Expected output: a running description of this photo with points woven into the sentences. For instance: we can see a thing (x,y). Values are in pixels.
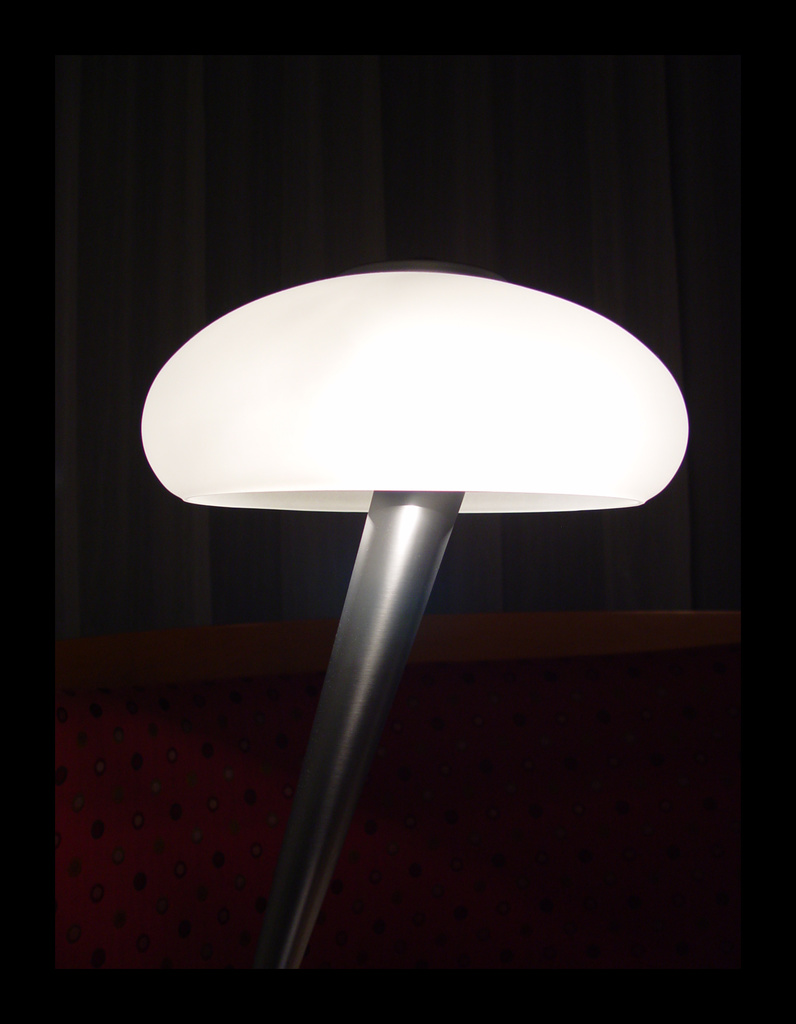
Here we can see object (356,645), behind this object (397,663) we can see curtain (395,233) and sofa (248,801).
